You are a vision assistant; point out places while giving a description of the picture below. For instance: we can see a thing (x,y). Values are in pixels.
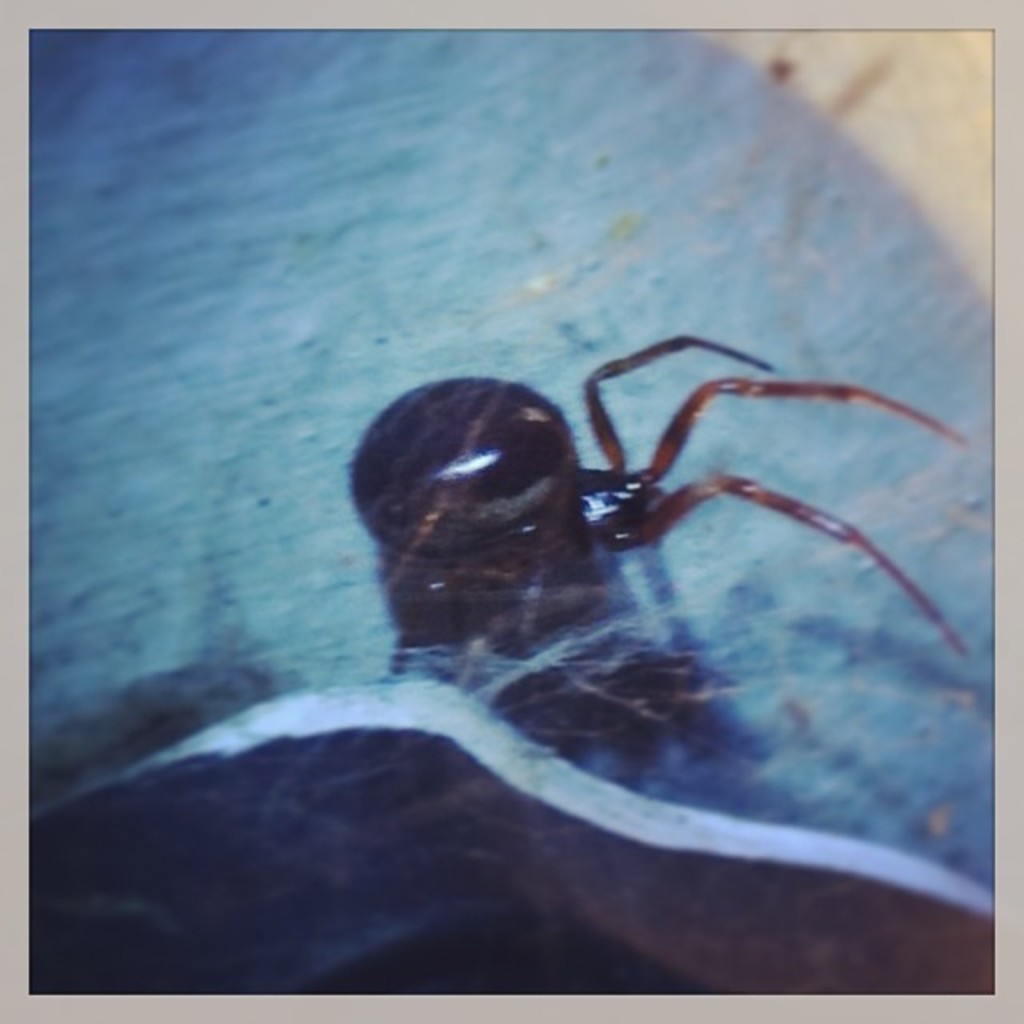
In this image we can see an insect (497,403).
